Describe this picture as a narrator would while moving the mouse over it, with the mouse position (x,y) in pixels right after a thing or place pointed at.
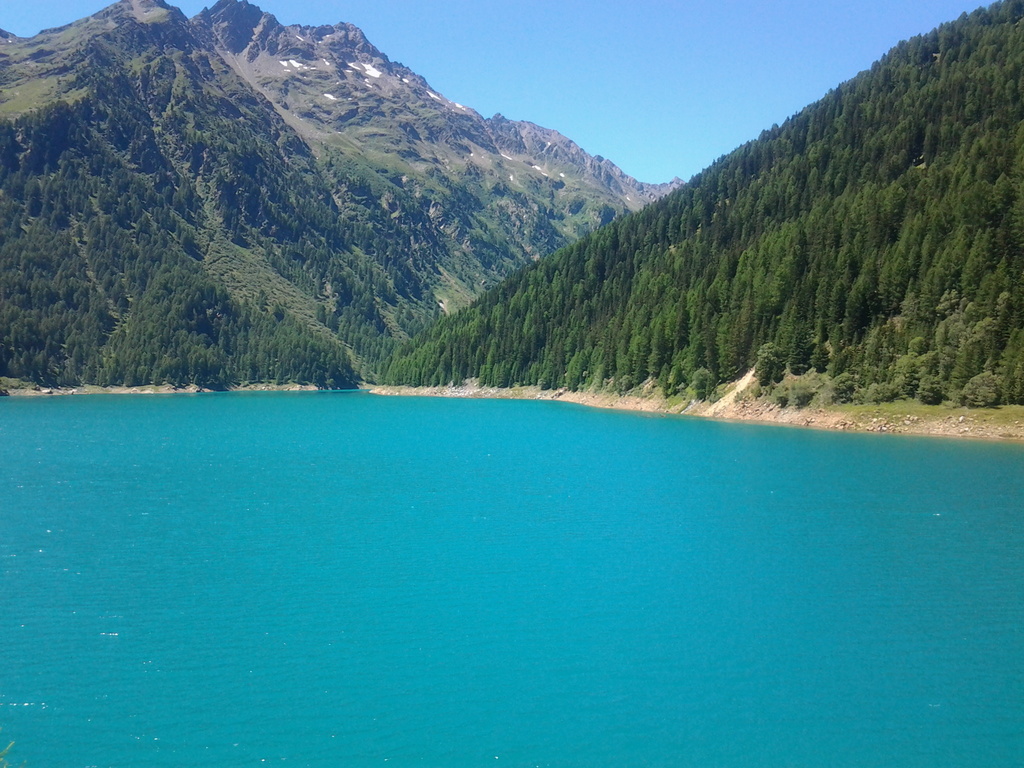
In this picture we can see a blue lake (349,505), surrounded by green trees (230,299) and mountains (316,137). The sky (795,15) is blue.
